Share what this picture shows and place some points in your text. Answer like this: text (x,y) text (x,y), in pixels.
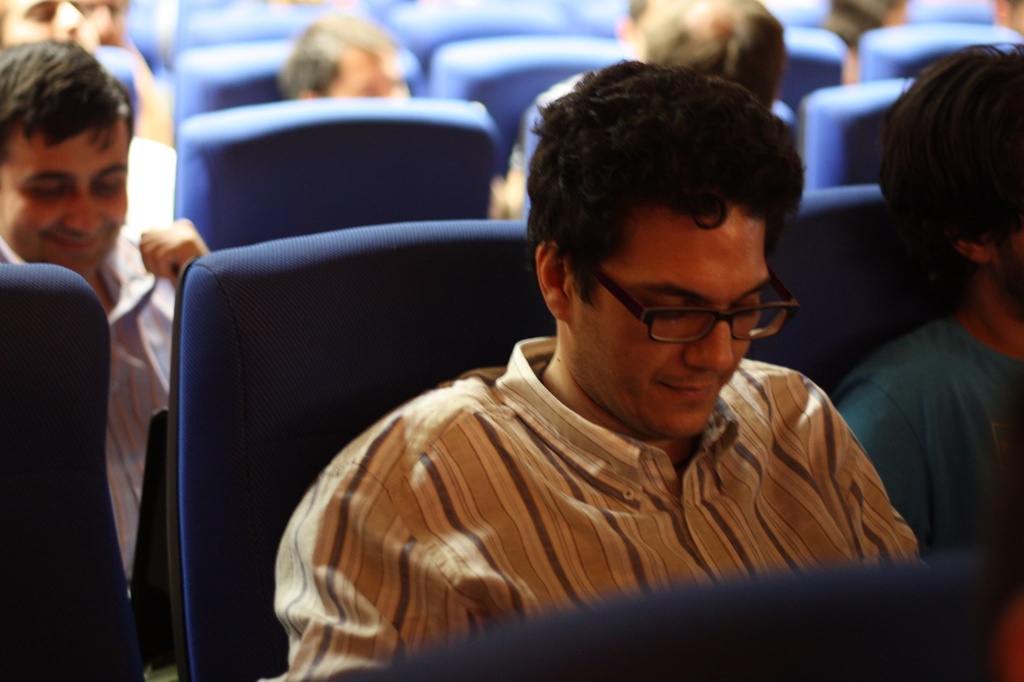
In this image we can see persons (84,82) sitting on the seats (179,473).
